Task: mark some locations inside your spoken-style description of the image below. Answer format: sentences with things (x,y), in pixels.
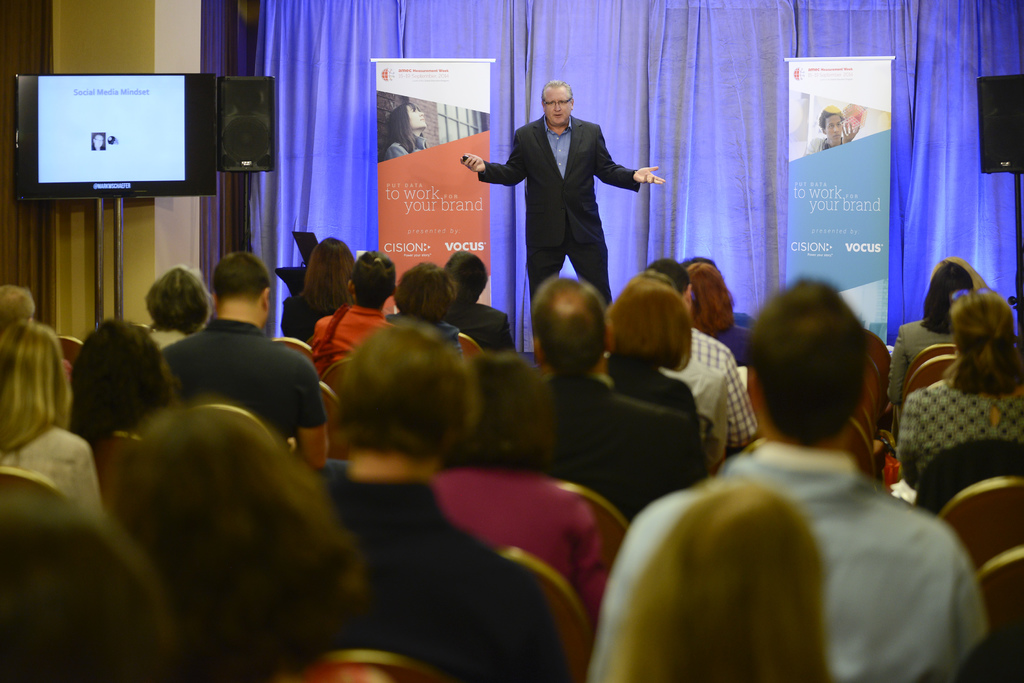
In this picture I can see group of people (430,430) sitting on the chairs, there is a man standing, there are banners (434,124), there are speakers (1008,161) with the stands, there is a television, and in the background (642,47) it looks like a curtain (527,26).
